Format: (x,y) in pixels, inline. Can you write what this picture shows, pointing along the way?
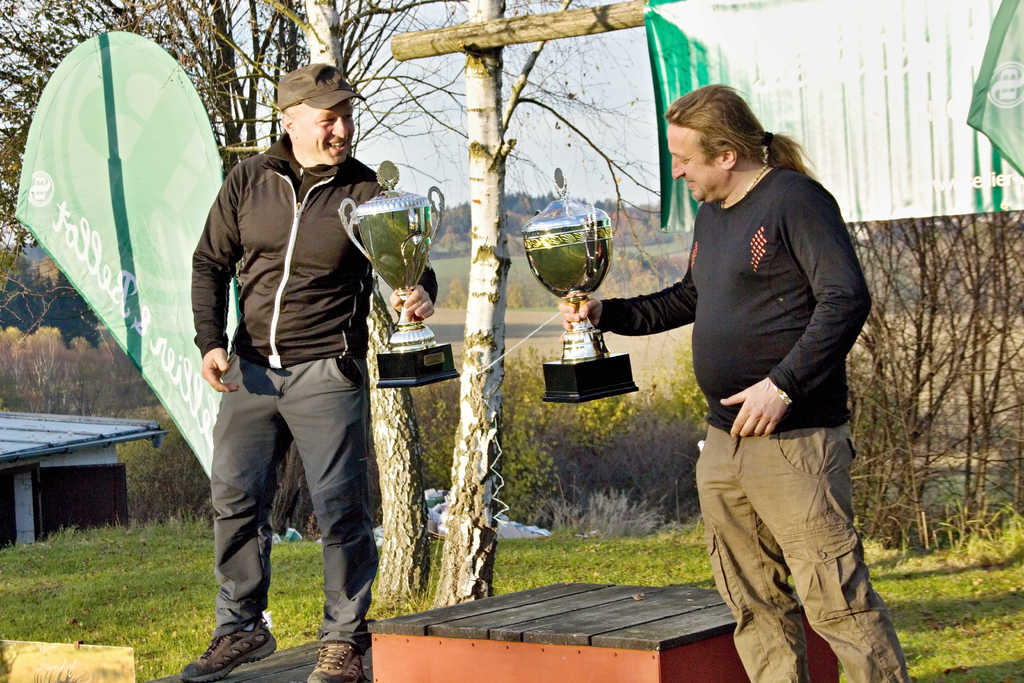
In this picture I can observe two men (734,193) holding trophies (562,280) in their hands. Both of them are smiling. I can observe some plants (508,475) and grass (913,599) on the ground (522,551). In the background (338,37) there are trees (448,604) and a sky (369,161).
